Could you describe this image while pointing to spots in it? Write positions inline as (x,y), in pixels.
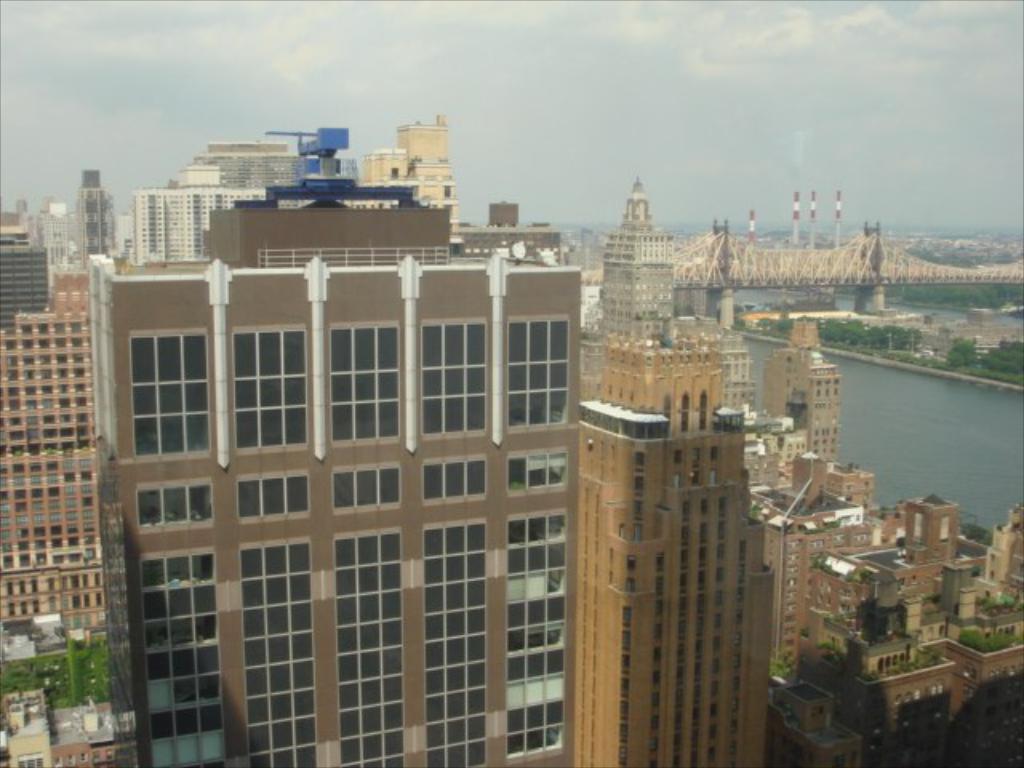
In this image, we can see so many buildings (504,635) with walls (7,608), glass (305,661), houses (872,690), bridge (725,255), poles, pillars (727,298), trees (767,328), water (753,339). Top of the image (589,65), there is a sky (718,111).
